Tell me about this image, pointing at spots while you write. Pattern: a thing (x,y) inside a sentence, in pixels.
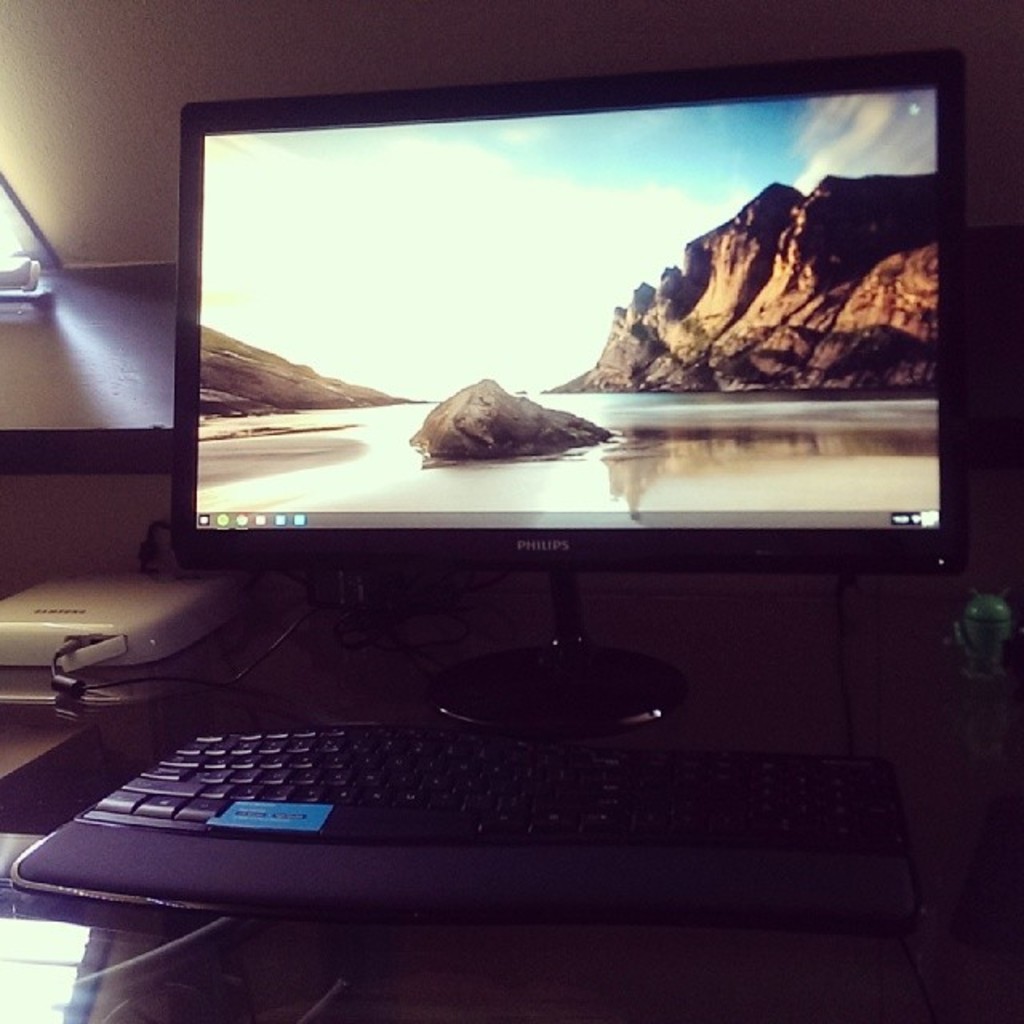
In this image we can see a system (293,188) and a keyboard (874,890) on the table (214,727) and in the background (169,71) we can see the wall (415,29).
